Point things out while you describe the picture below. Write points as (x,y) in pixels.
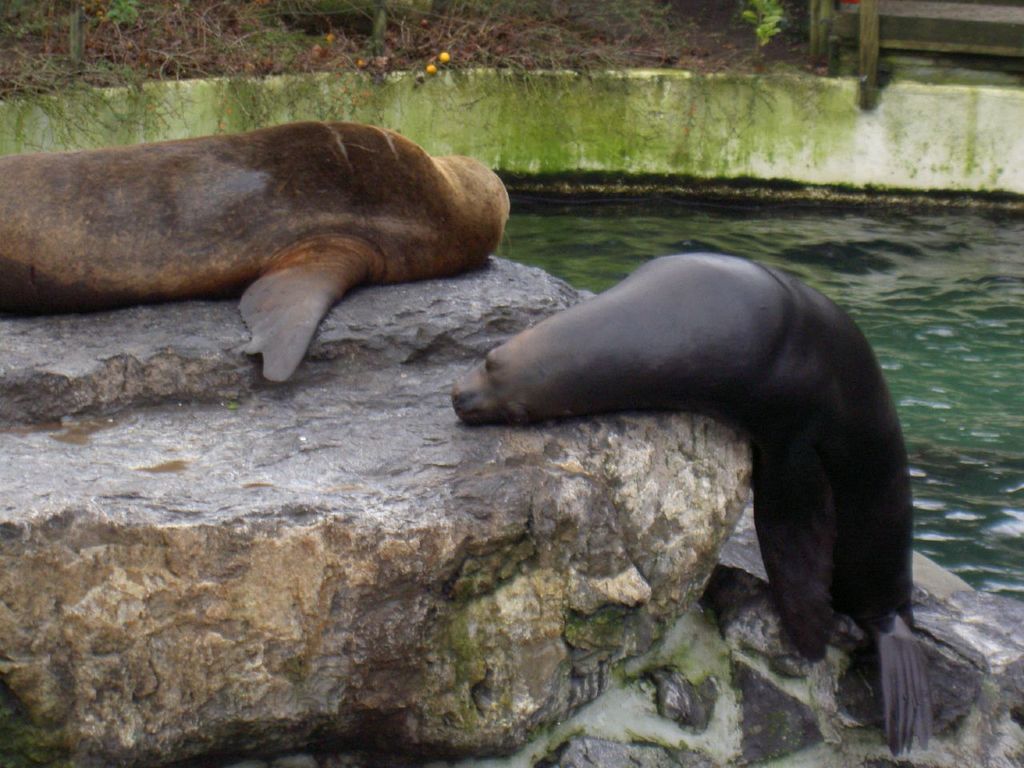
In this image we can see two sea lions (518,351) lying on the rock (340,624). Here we can see the water (990,239) on the right side (998,363).
